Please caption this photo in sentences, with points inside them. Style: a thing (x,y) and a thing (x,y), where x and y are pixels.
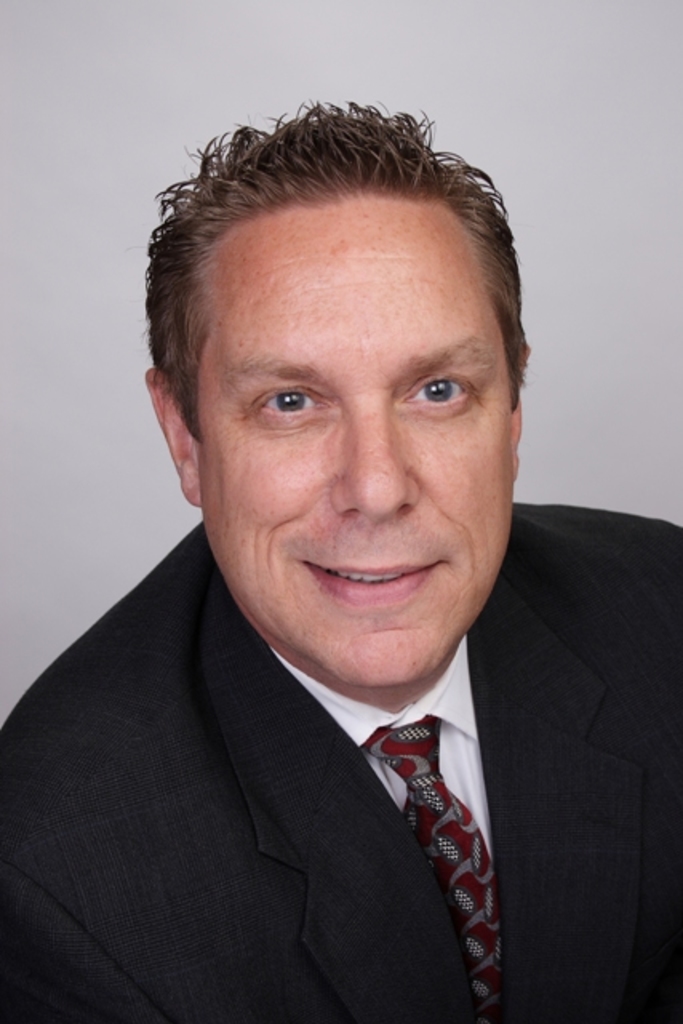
In this picture there is a man (400,699) smiling and wearing a black colour suit (206,819), red colour tie (429,801), and white colour shirt (457,760).
